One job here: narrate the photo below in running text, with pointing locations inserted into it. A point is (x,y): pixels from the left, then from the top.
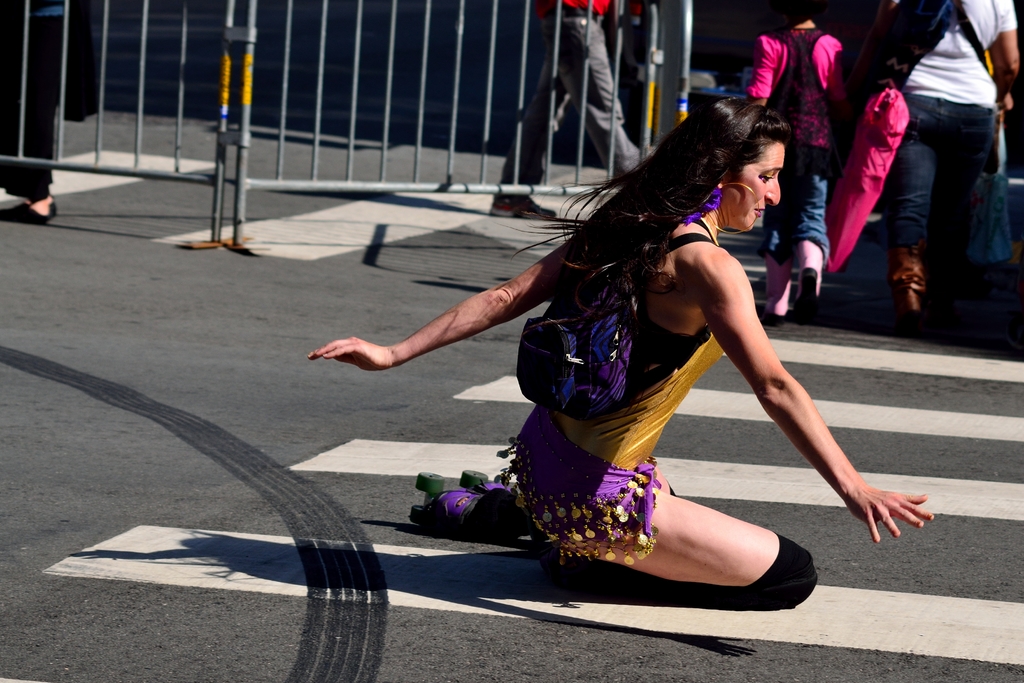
In this image, I can see a woman (714,525) sitting and few people (559,74) walking on the road (834,564). At the top of the image (222,198), I can see the barricades (246,90).
